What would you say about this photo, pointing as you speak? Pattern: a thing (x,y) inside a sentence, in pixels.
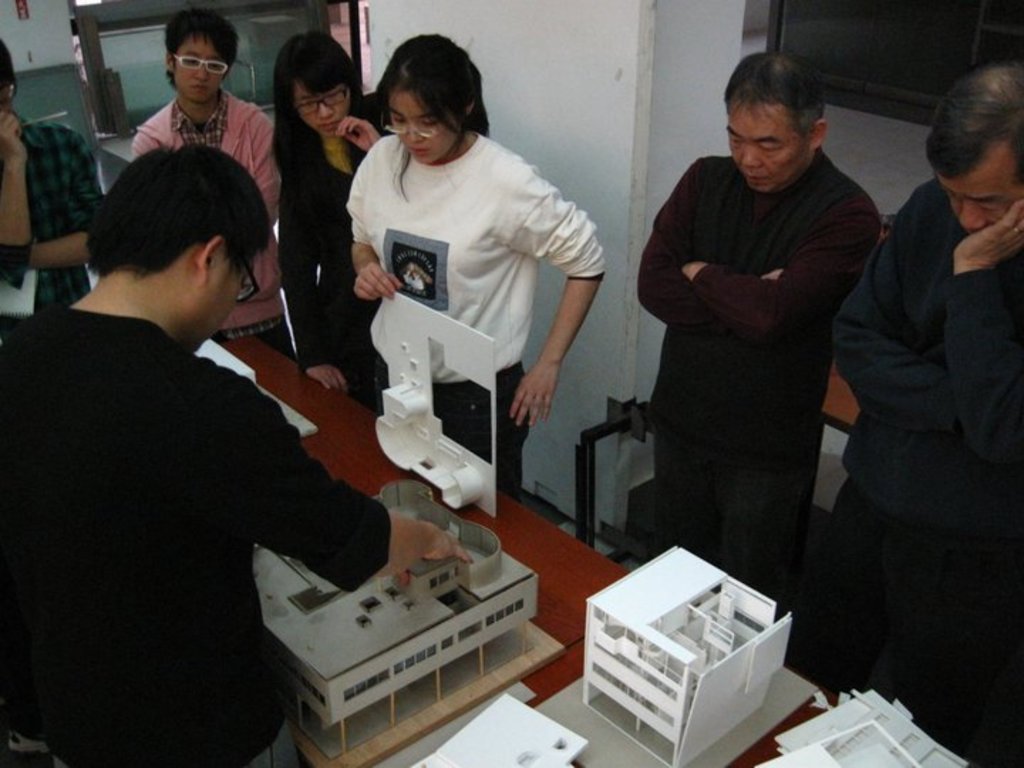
In the image there are few women (299,178) and men (789,346) standing on either side of table (394,473) with a plan of a building (377,579) on it, behind them there is a pillar (547,71).
